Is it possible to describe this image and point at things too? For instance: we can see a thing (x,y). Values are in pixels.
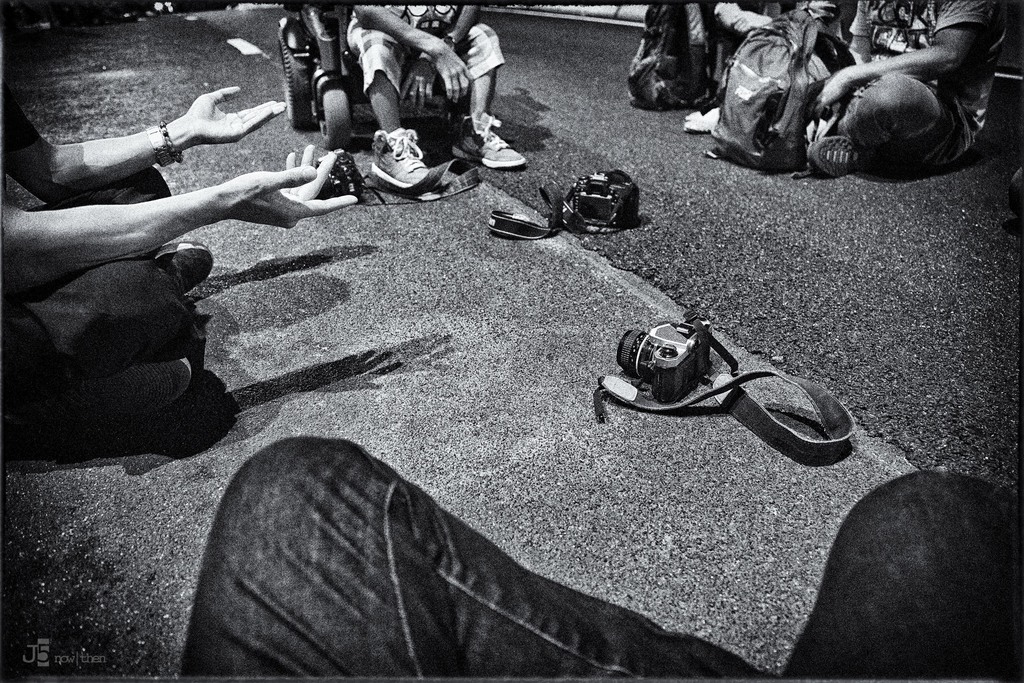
This is a black and white image. In the image on the road (614,235) there are cameras (696,385), bags (765,120) and few people (68,188) are sitting on the road (775,234). At the top of the image (324,62) there is a person (400,71) in a vehicle (313,80).
